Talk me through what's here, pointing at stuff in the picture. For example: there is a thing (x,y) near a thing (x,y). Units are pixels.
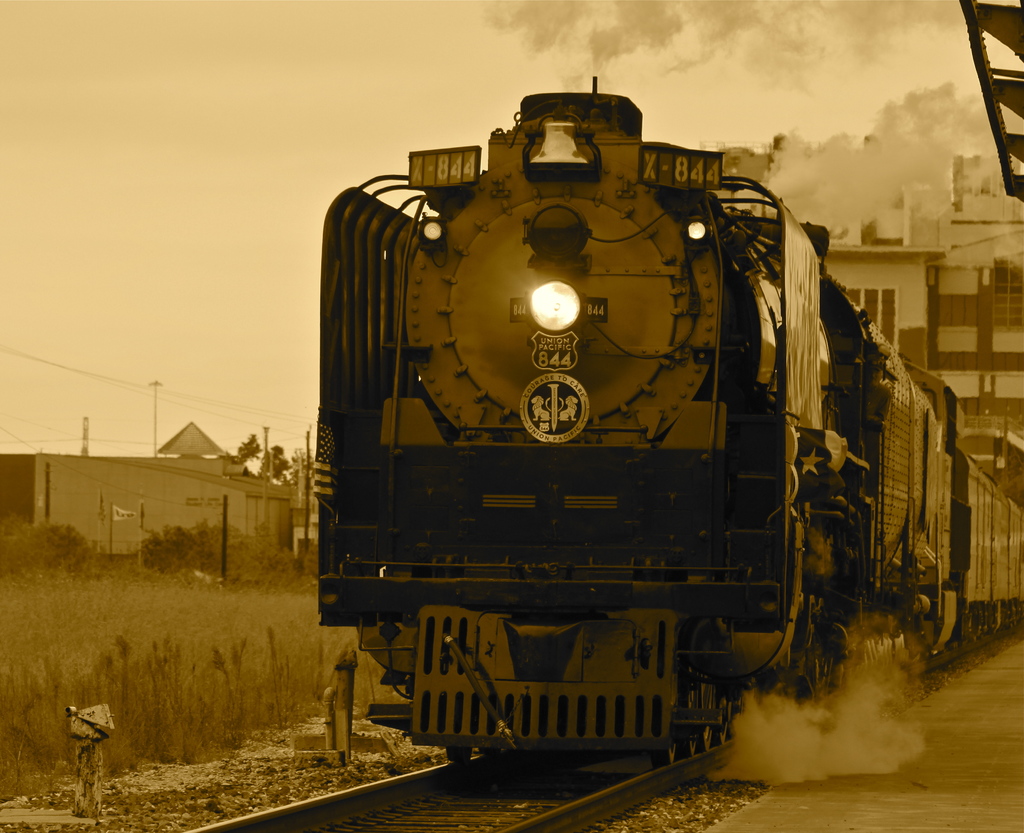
In the picture we can see a train (710,622) which is moving on track (510,762), in the background (277,541) there are some plants (63,543), houses (289,525) and top of the picture (249,104) there is clear sky (246,126).
